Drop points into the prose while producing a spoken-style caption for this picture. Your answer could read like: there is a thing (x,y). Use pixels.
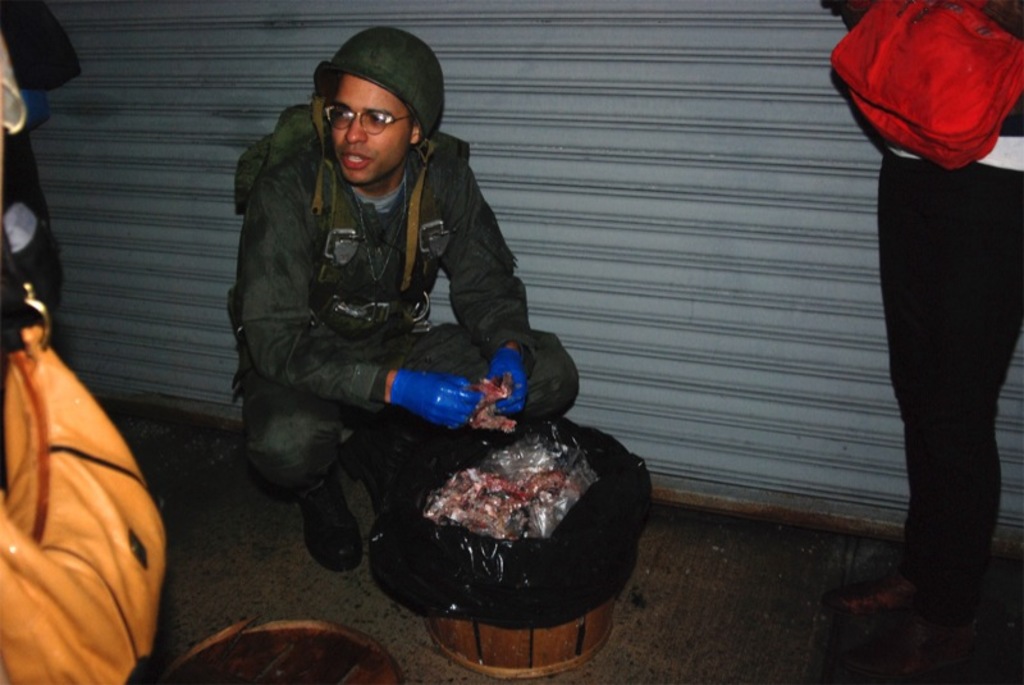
In the given image i can see a person (536,371) holding an object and beside him i can see some other persons (66,70) standing.
